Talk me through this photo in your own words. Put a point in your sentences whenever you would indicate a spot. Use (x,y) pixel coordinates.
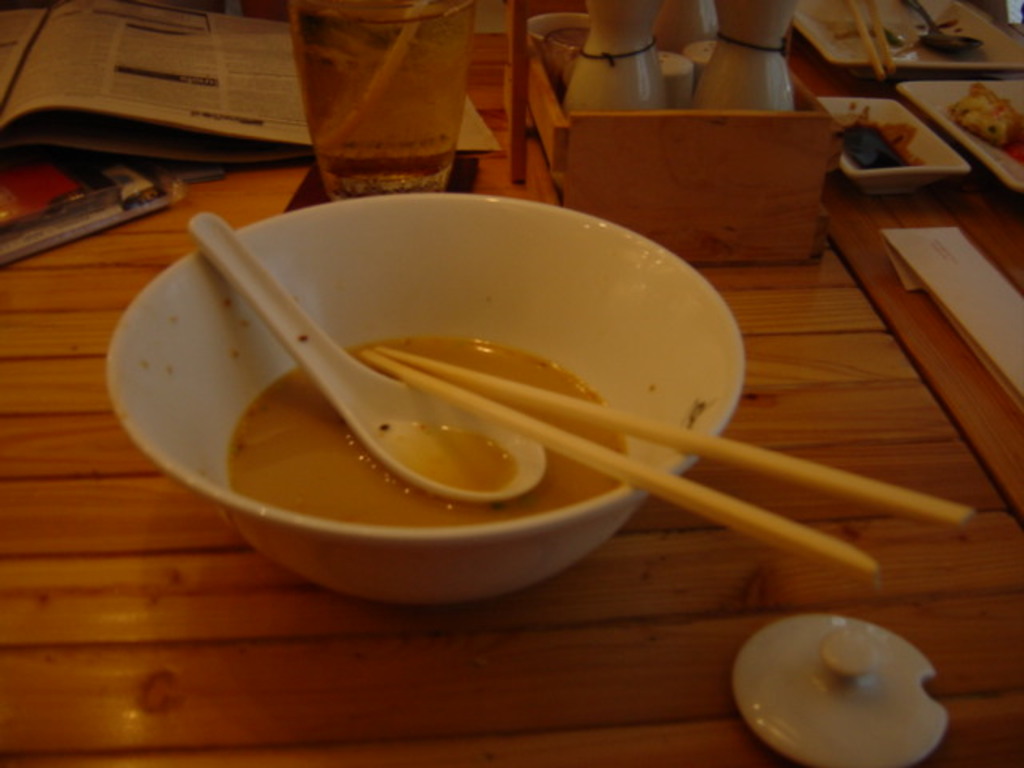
In this image, There is a table (947,573) in yellow, There is a bowl (369,292) of white color and there is a spoon (452,452) in white color and there are some sticks (553,402) in the yellow color and in the background (722,187) there is a yellow color box (669,151) in that white color objects (626,65), There is a newspaper (202,97) in the white color and there is a glass (373,97) in yellow color.
